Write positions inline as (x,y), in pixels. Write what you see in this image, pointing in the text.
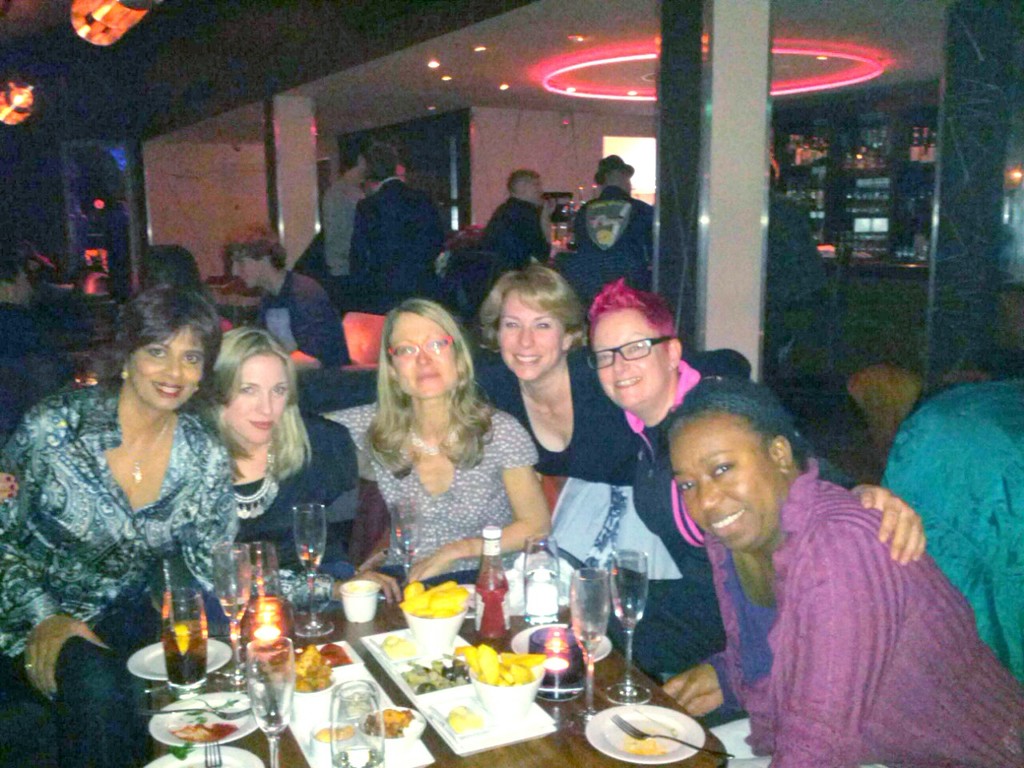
At the bottom of the image (544,724) there is a table (581,718) with glasses (556,577), plates (608,722), forks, bowls (535,679) with food items (523,666) and there are some other things (277,627). Behind the table (345,634) there are a few people (362,423) sitting. Behind them there are a few people (392,276) standing and also there are poles (296,168). There is a table (846,267). Behind the table (896,292) there is a cupboard (875,166) with bottles (816,144). At the top of the image (602,84) there is ceiling (244,90) with lights (547,89). And there is a blur background (89,252).
